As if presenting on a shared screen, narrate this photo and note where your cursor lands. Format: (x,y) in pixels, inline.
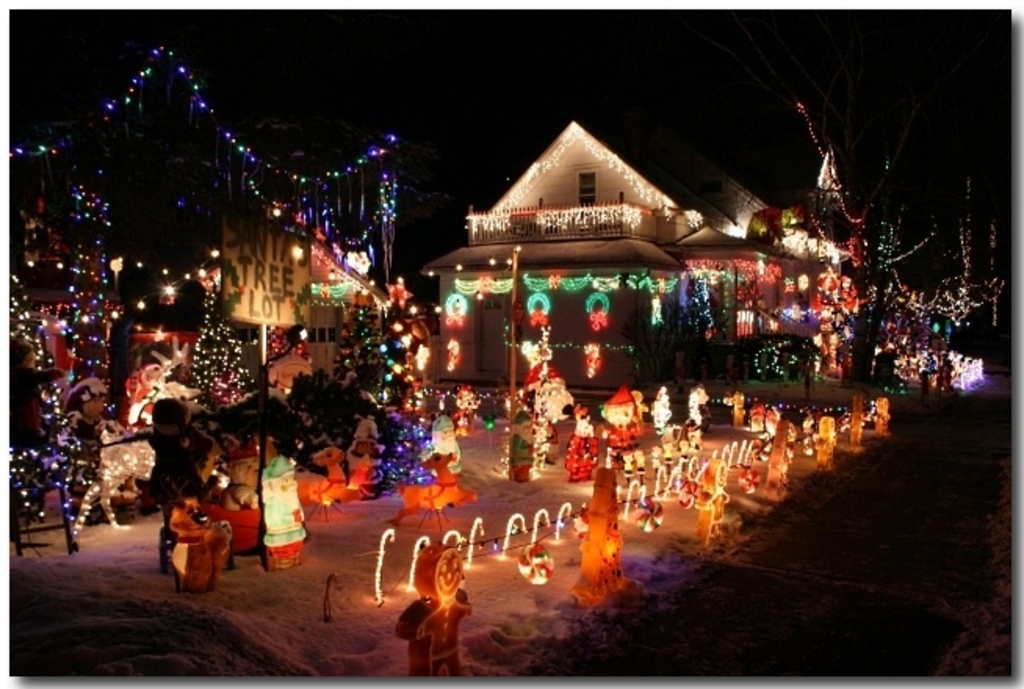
In this picture we can observe a house (577,240) which is decorated with some lights (631,285). We can observe a board (252,268) fixed to the pole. There are some toys (367,450) placed on the land (285,580) and we can observe different colors of lights (857,237). The background (405,99) is completely dark.
